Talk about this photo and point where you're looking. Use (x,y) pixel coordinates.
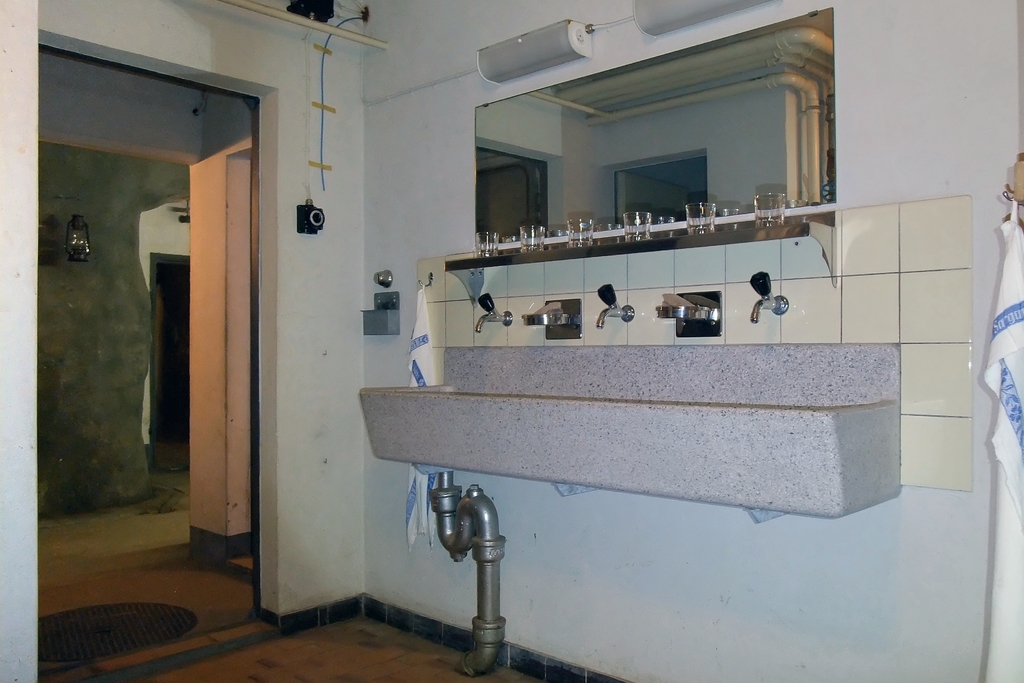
In the picture I can see washbasin (702,446), there are some taps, mirror (678,217), some glasses (774,211) on surface (667,243), on left side of the picture (103,620) there is doormat (121,625), there's a light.
